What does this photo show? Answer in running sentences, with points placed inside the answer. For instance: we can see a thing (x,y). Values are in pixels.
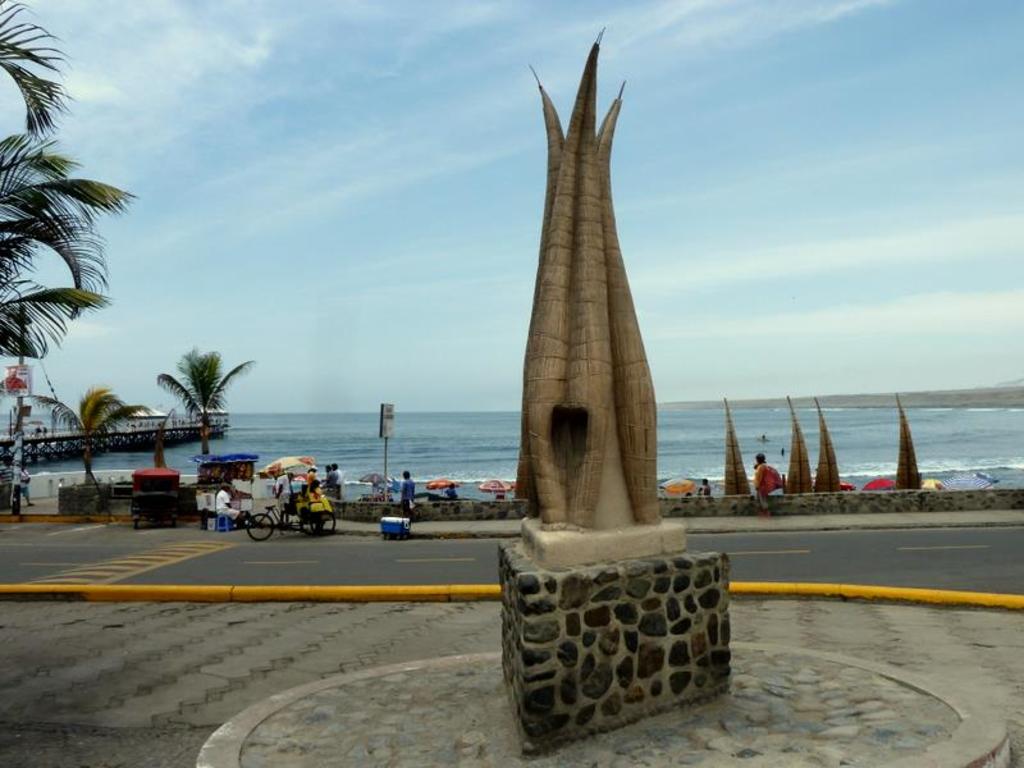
In this image there is an architecture (545,435) in the middle (537,457). In the background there is a beach (373,461). At the top (469,63) there is the sky (422,116). Behind the architecture (600,446) there is a road (892,574) at the bottom (892,574). Beside the road (902,579) there are so many shops (237,491) which are kept under the umbrellas (266,469). In the background (516,469) there is water (311,419). On the right side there are few umbrellas (927,479). On the left side (87,464) there are trees (94,438).
